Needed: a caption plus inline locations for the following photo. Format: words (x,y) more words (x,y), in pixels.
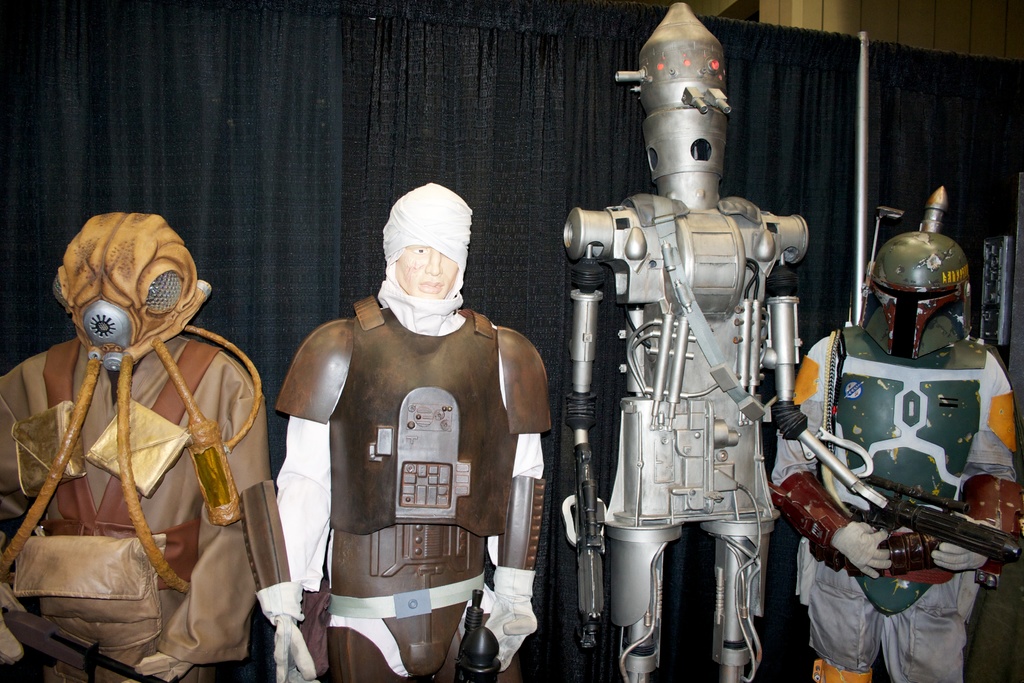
In this image there is a figurine (639,436) truncated towards the bottom of the image (948,490), at the background of the image (348,115) there are curtains (360,120) truncated, at the top of the image (913,26) there is a wall (902,27) truncated.
